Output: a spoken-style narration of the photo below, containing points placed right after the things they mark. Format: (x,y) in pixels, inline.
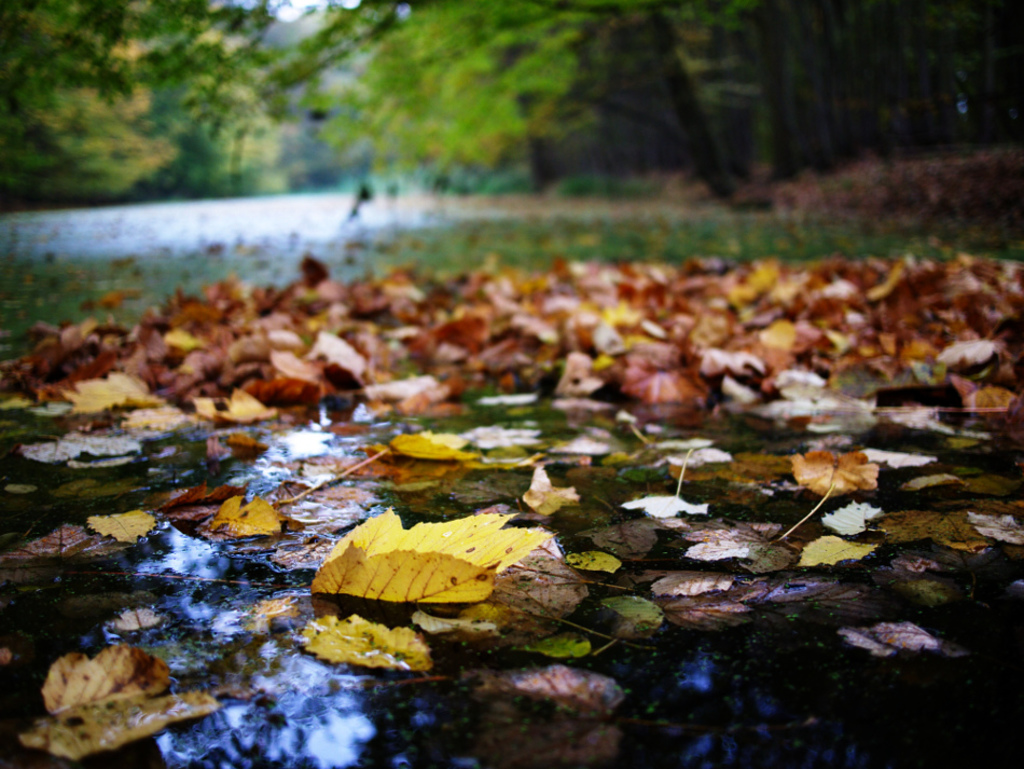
In this image I can see few leaves (431,569). They are in yellow, brown and green color. I can see water (770,661). Back I can see trees (383,95).
